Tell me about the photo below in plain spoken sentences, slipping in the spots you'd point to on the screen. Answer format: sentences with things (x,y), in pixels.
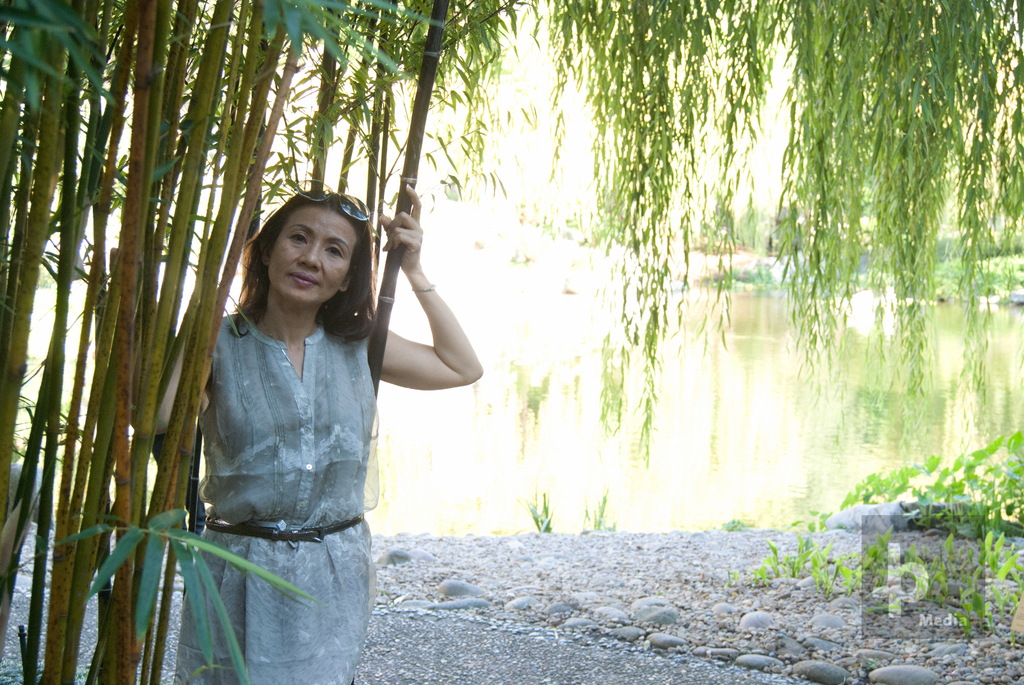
In this image we can see a lady person (277,499) wearing gray color dress (276,419) and also goggles (324,197) standing near the tree (37,248) and in the background of the image (576,402) there are some trees (725,5) and water (686,407).
